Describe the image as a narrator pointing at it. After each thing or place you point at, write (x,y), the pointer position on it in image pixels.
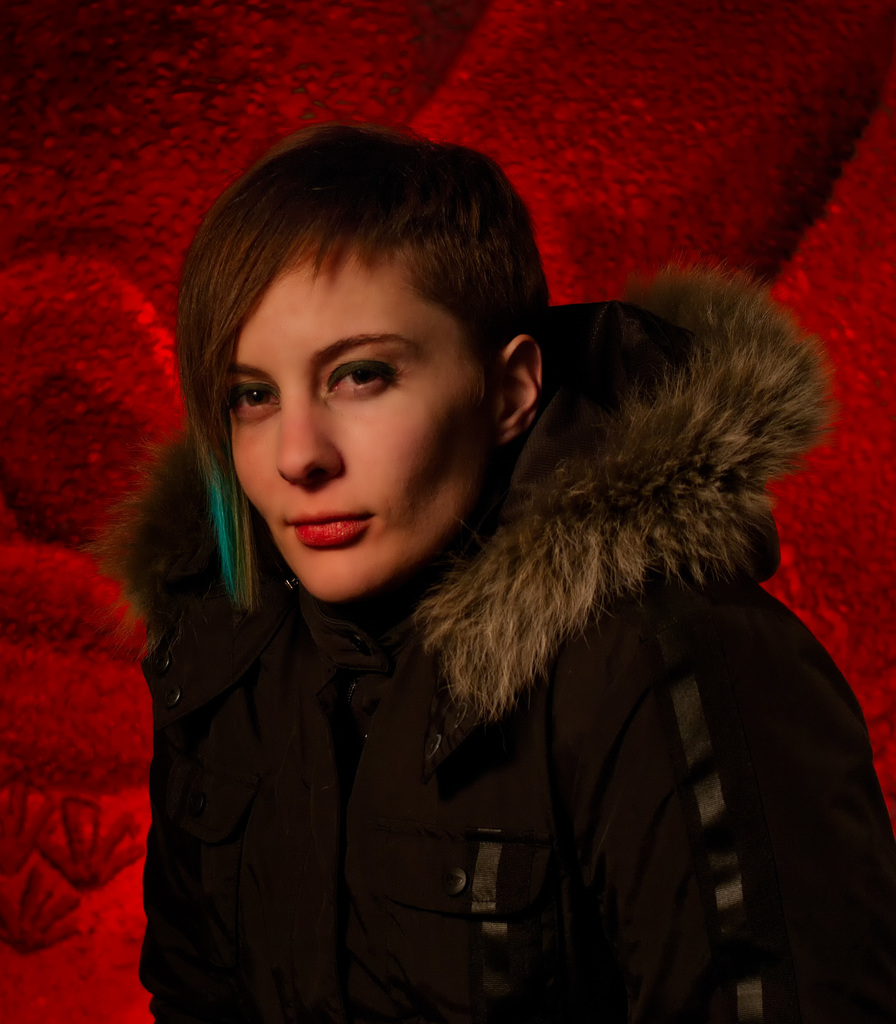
In the center of the image (459,663) we can see a person (537,712) wearing a jacket (483,603).
